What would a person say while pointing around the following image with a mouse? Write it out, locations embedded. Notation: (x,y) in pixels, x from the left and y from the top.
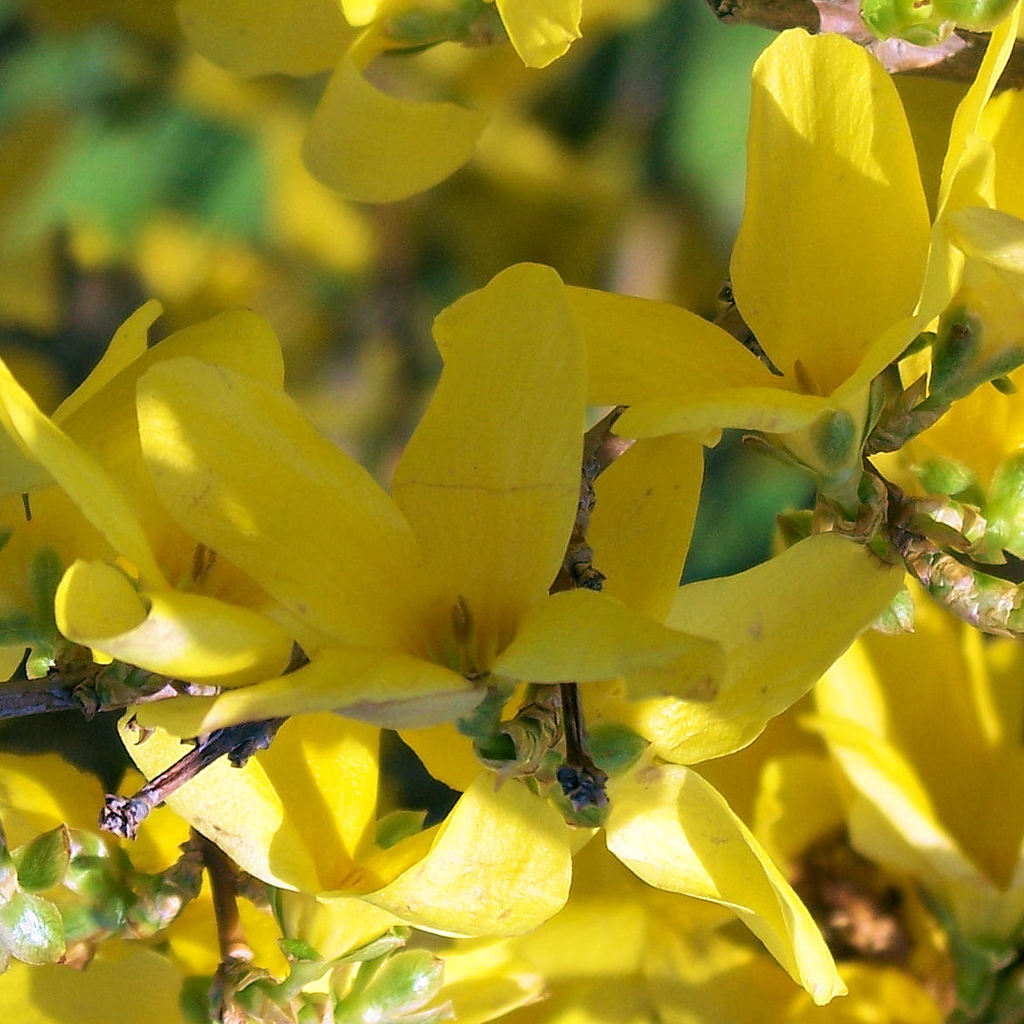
This image consists of yellow flowers (438,705) along with green leaves (343,966). The background (30,140) is blurred.
